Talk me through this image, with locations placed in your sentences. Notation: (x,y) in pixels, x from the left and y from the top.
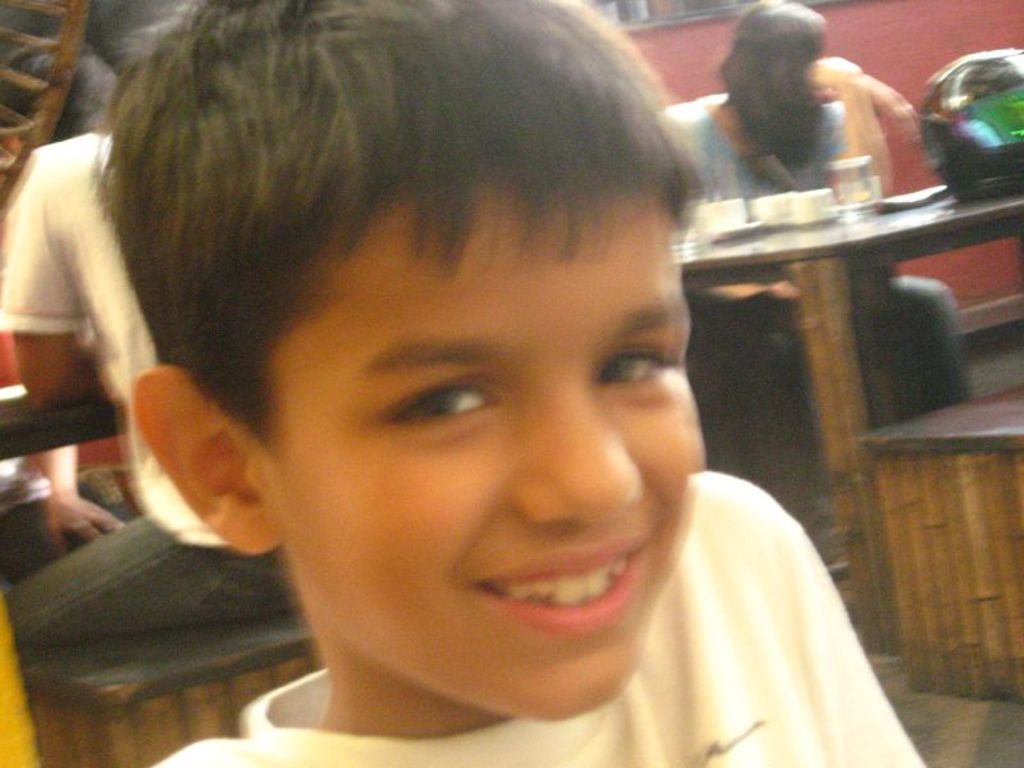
In the image there is a boy (594,447) in the foreground (598,485), he is smiling and behind the boy (508,223) there are tables (977,216), benches (925,440) and few people (85,63).
